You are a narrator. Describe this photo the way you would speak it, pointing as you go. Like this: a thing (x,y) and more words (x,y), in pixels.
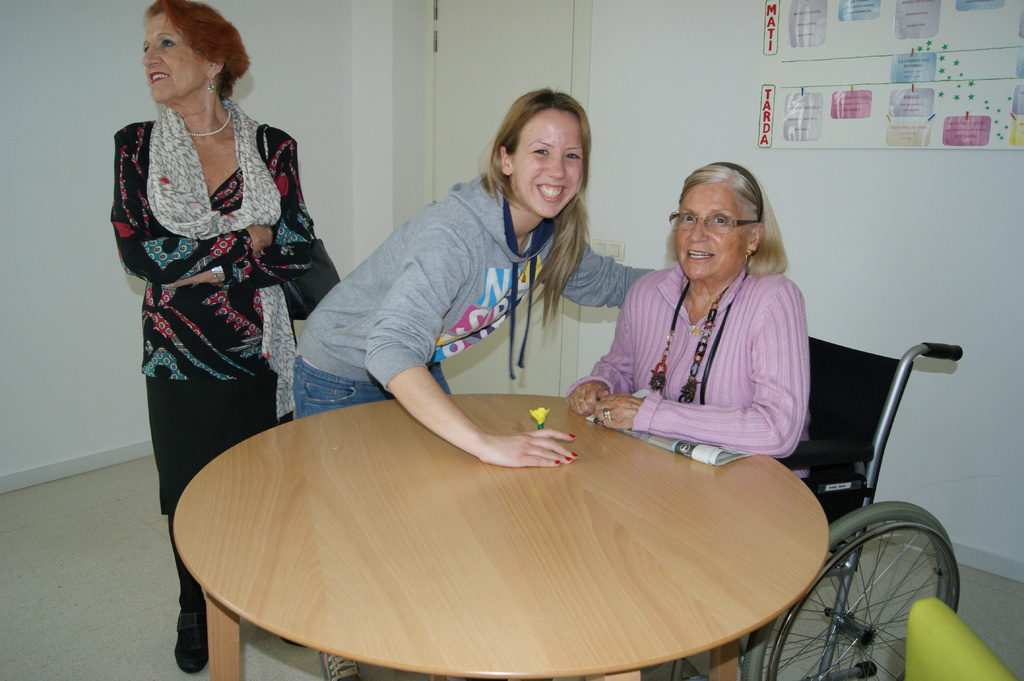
A woman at the right side (832,393) is sitting on the wheelchair (833,501) before a table (598,501). Woman (424,285) at the middle of image (439,279) is standing and wearing a grey colour coat (404,306). Woman (231,55) at the left side (296,163) is standing wearing a scarf (240,227), carrying a bag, wearing a shoes (187,613). At right top corner (911,23) there is a poster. Middle of image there is a door (493,110).
